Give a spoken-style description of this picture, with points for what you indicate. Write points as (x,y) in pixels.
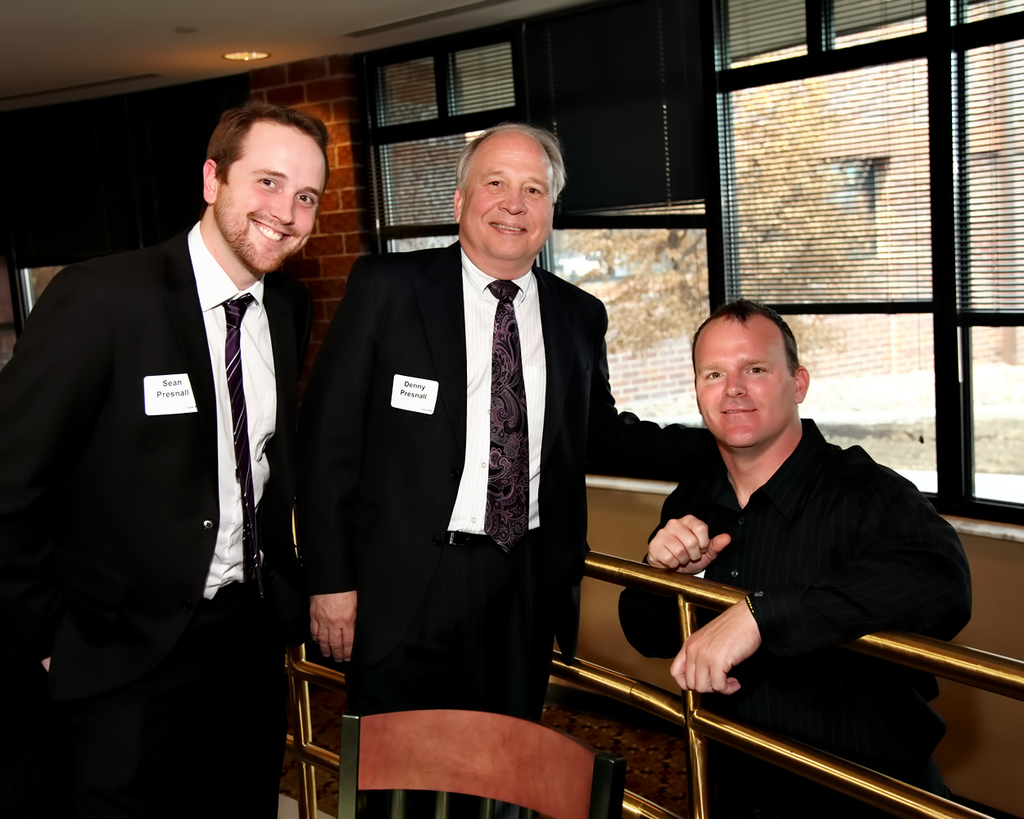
This image consists of three men (351,407), two (340,425) wearing black suits (392,500). At the bottom (488,760), there is a chair (533,747). In the background (374,142), there are windows (786,214) along with the wall (261,80).
